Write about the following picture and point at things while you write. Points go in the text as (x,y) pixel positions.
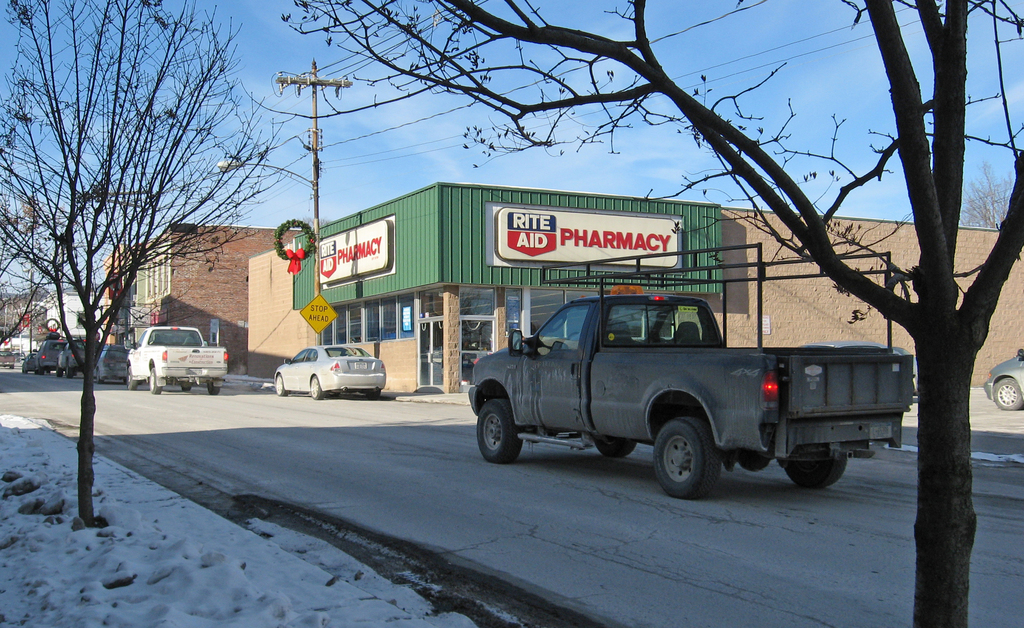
In this image there are a few cars (740,449) passing on the road (505,474), beside the road (505,474) there are trees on the snow surface (155,590), on the other side of the trucks (488,395) there are buildings (463,386) in front of the buildings (353,298) there are electric poles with cables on it.
